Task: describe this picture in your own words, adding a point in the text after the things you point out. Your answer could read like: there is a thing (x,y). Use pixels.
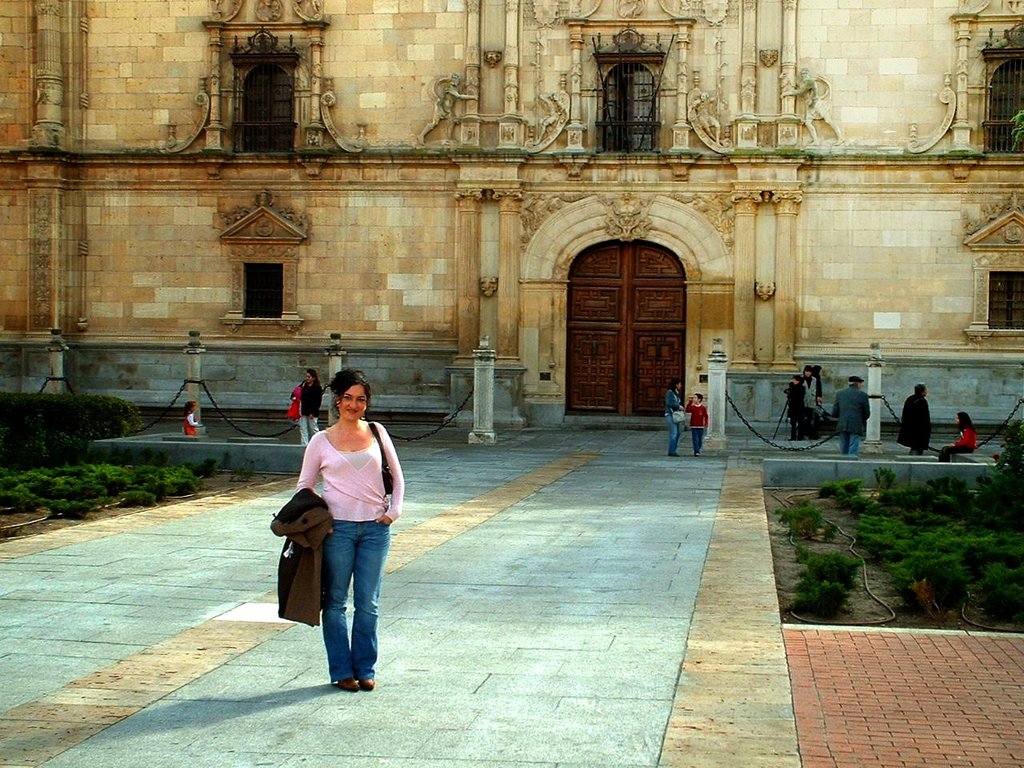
In this image we can see a person (345,494) wearing pink color dress (358,482) holding brown color jacket (298,547) in her hands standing on the ground (248,610) and in the background of the image (305,432) there are some persons (841,430) standing and some are sitting near the building (124,368) there are some plants (61,452), there is building (506,120) which is of brown color, there are some windows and main door (602,325) is of brown color, there is fencing (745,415).
